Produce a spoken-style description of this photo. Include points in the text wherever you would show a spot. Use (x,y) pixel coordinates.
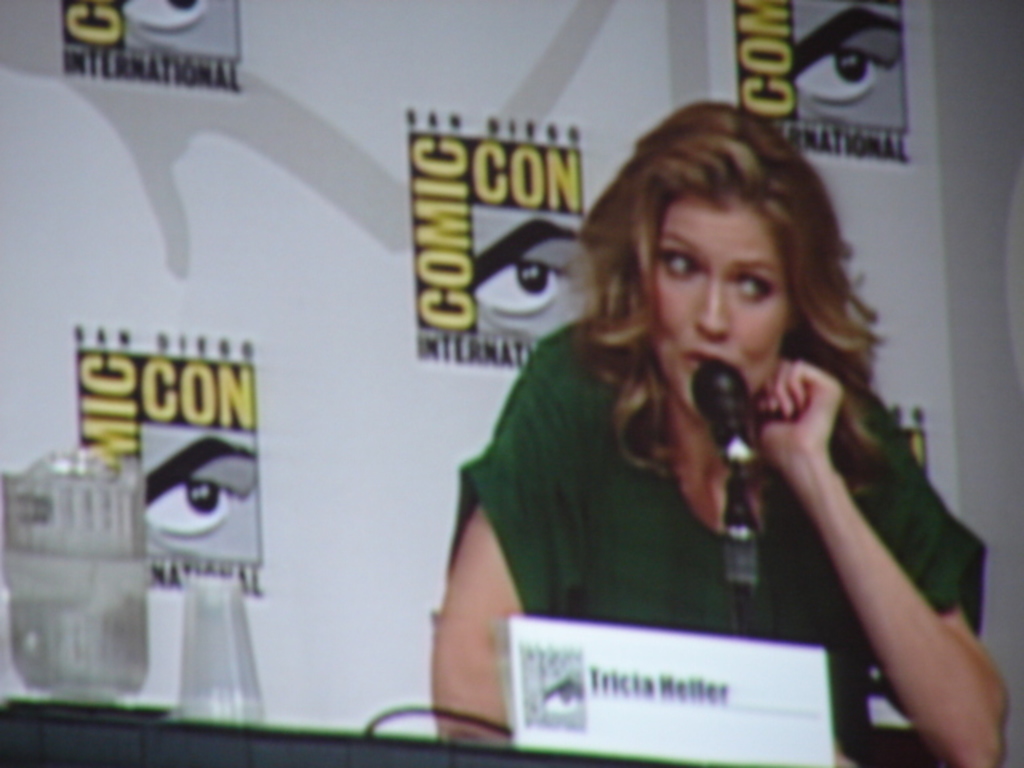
In this picture we can see a woman (839,759) sitting near the table (316,754) and she is in green T-shirt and talking into the microphone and on the table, we can see a name board (660,698) and glass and behind her we can see the banner (421,356) with brand symbol (181,357).
